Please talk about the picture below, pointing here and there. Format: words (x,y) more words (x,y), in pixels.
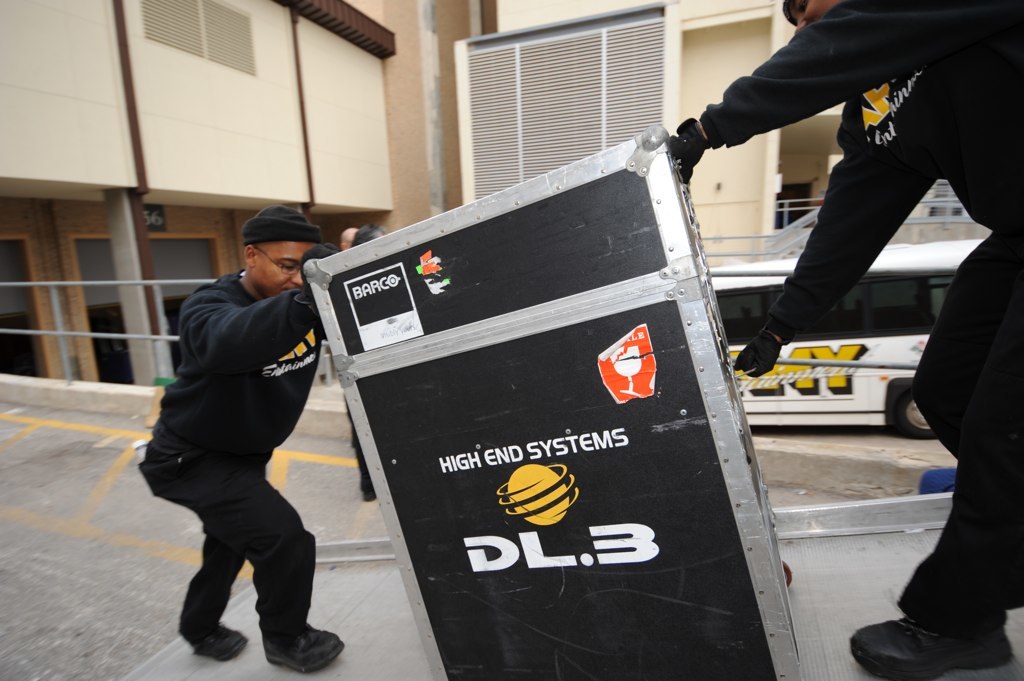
This picture shows buildings (222,122) and we see a bus (896,257) and couple of men (288,326) holding a box (610,433) and they wore black color dress (896,92) and caps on their heads (813,9).
